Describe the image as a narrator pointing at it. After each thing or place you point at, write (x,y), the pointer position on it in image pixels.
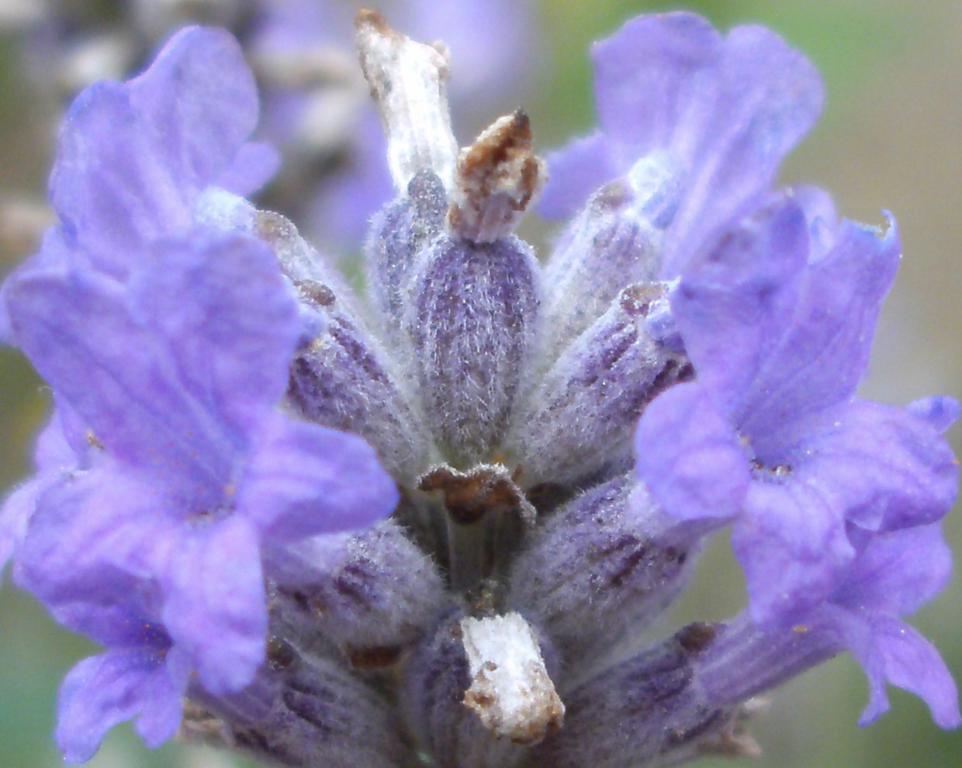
In this image, I can see a bunch of flowers (464,452), which are purple in color. The background (423,11) looks blurry.
